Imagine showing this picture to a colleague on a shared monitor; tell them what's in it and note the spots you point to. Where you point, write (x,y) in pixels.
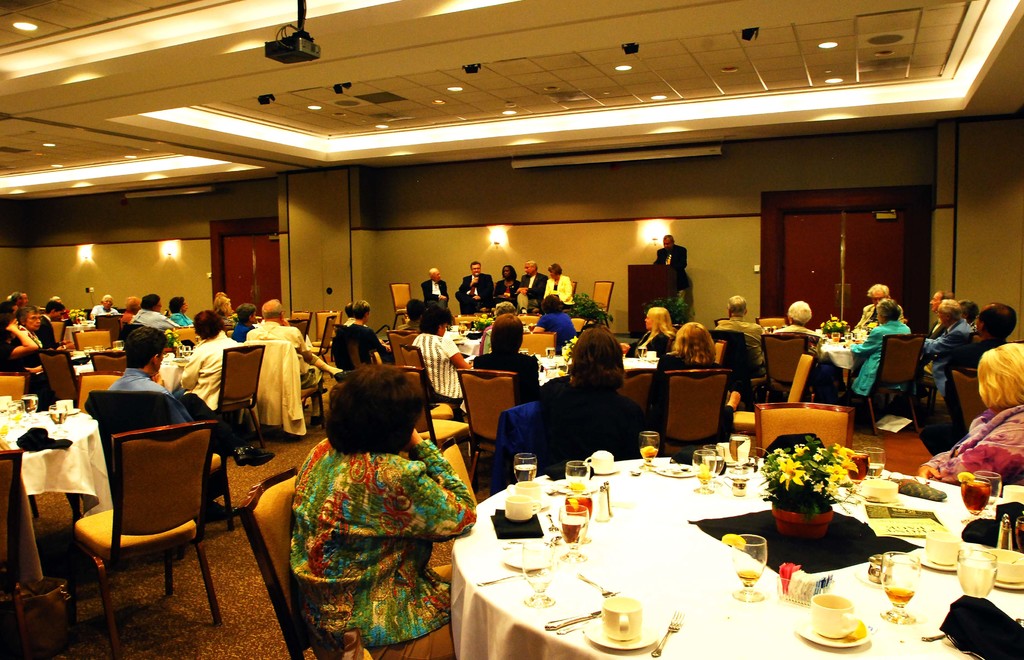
In the image we can see group of persons (626,415) were sitting on the chair (709,432) around the table (794,554). On the table (624,576) we can see cup (935,545), saucer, fork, glass (747,574), cloth (730,623), napkin (1010,632), flower pot (815,513), paper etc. In the background (589,274) there is a wall (138,265), door (250,250), light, wood stand (648,283) and few other objects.
